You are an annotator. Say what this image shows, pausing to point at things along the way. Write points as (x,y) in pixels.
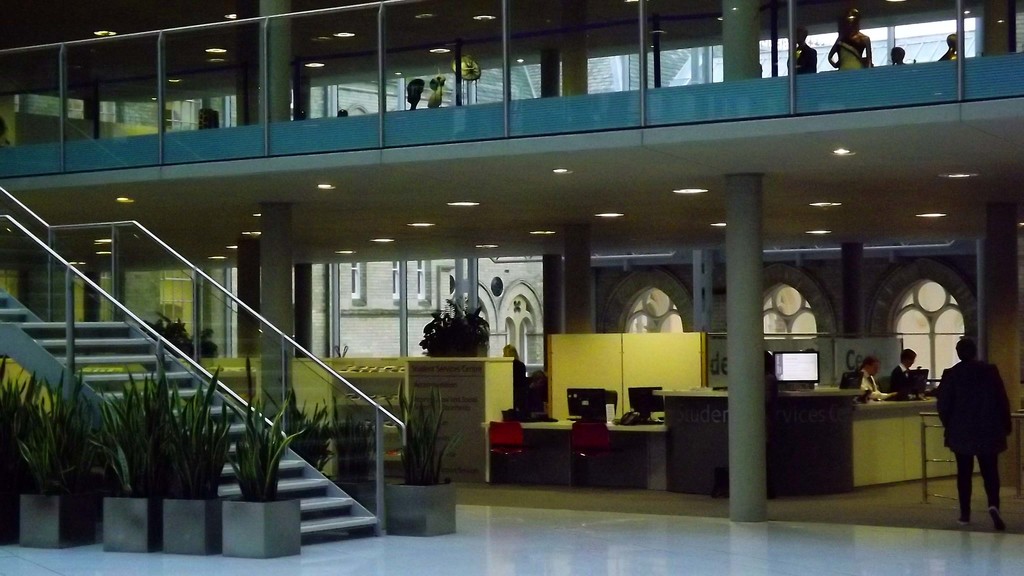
In this image I can see the inner part of the building (478,436). Inside the building (388,440) I can see the railing (348,455), stairs (47,339) and plants (242,448). To the right (865,386) there are few people (956,400) with different color dresses (773,408). There are screens (807,377) and laptops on the table (839,401). In the top (355,116) I can see the lights (411,227), few sculptures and the railing (498,88).
